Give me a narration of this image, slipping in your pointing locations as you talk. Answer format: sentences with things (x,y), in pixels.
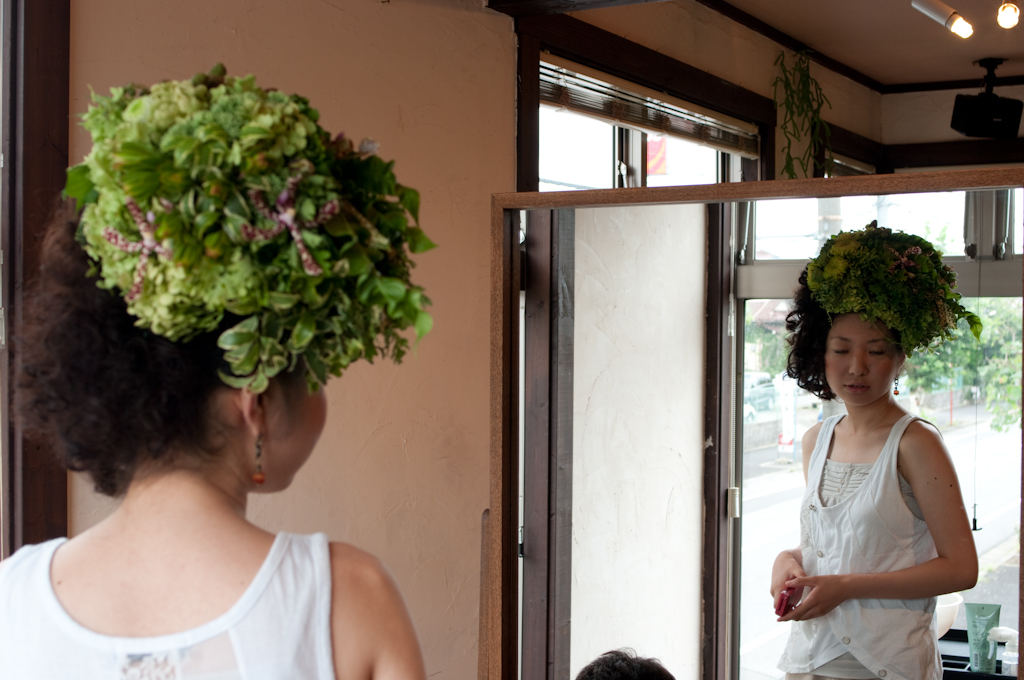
On the left side (221,647) there is a girl (194,394) standing wearing a hat (171,127), on the right side (996,188) there is a mirror (525,638), in that mirror (529,665) there is a reflection (873,519) of a girl (877,450), in the background (198,12) there is a wall (859,99) for that wall (840,101) there are doors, in the top right (999,15) there are lights (939,17).
